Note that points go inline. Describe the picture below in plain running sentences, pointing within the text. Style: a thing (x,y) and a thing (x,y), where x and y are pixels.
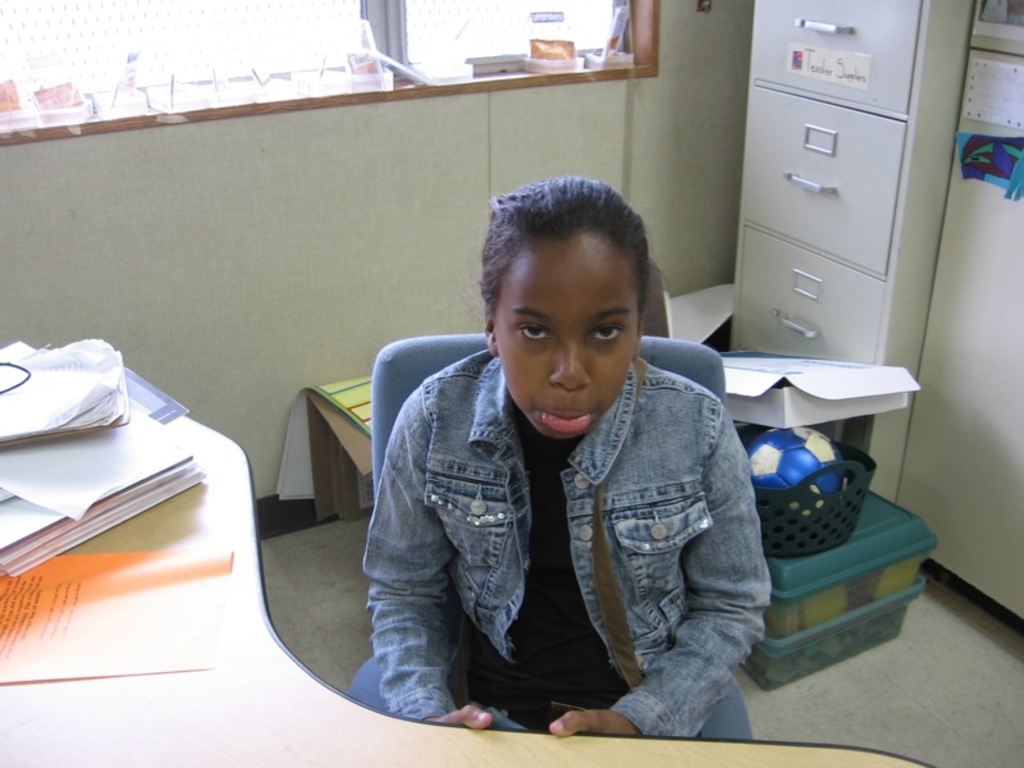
There is a girl (561,391) who is sitting in this cabin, at the right side of the image (842,145) there is a wardrobe (851,357) and at the bottom right (873,614) there is a box (866,588) on top of it there is a basket (838,535) in which there is a ball (817,447), at the left side of the image (191,86) there is a window (560,36) and there are number of objects (464,77) placed on the top of the slab (542,80) at the top of the table (200,509) there are number of papers (96,497) and books (92,434).
